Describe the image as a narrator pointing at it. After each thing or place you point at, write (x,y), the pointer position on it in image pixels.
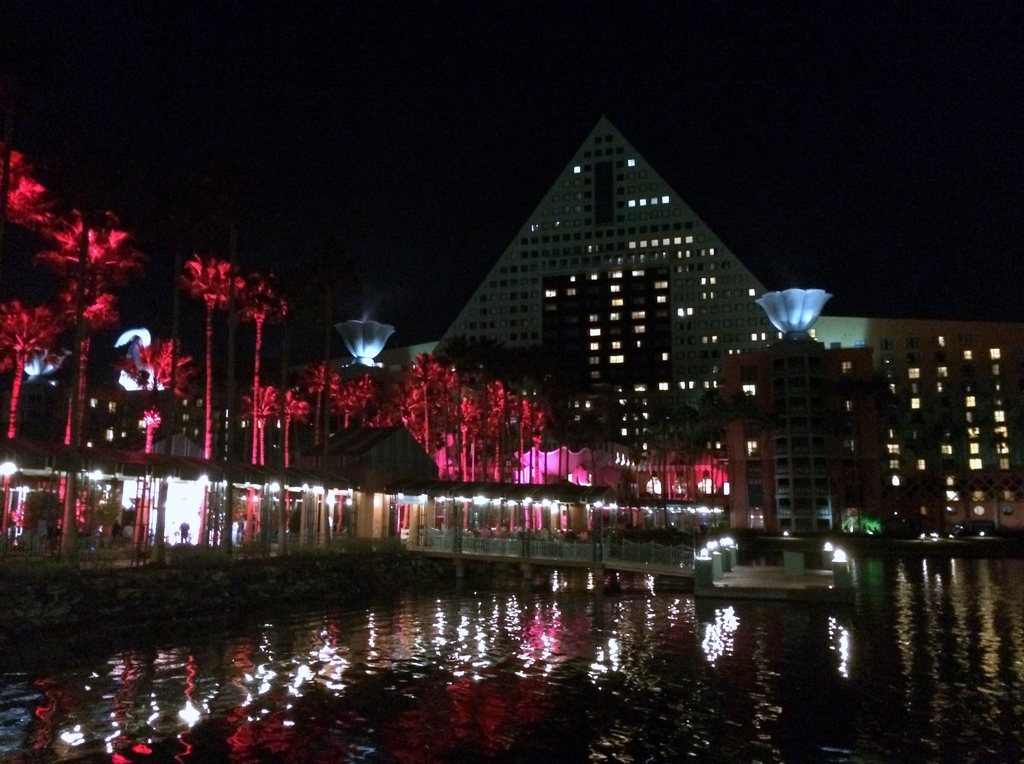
In the center of the image (571,284) there is a building (551,346). On the left side of the image (4,338) we can see trees (163,360), lights (133,487) and pillars (251,529). At the bottom of the image (398,658) we can see water (608,656). In the background (493,164) there is sky (432,95).
